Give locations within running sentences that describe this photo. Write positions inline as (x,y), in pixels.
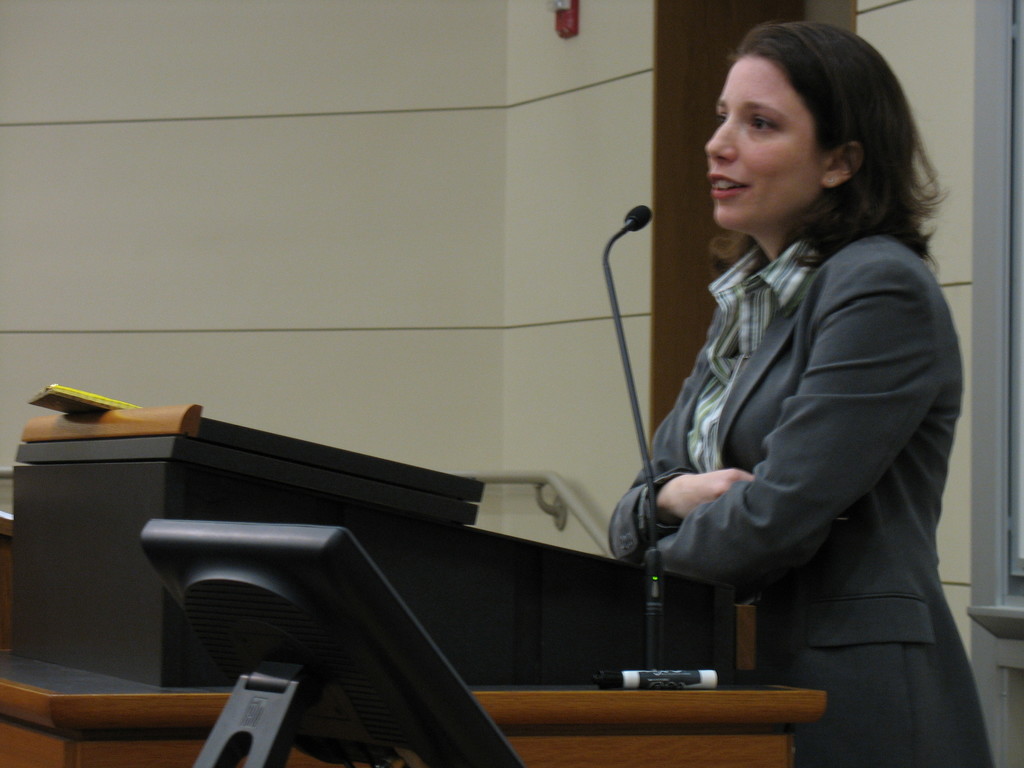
in this image i can see a person (793,373) on the right side (846,392) wearing a suit (829,420). there is a microphone (644,225) in front of her. behind her there is a wall (228,135).
